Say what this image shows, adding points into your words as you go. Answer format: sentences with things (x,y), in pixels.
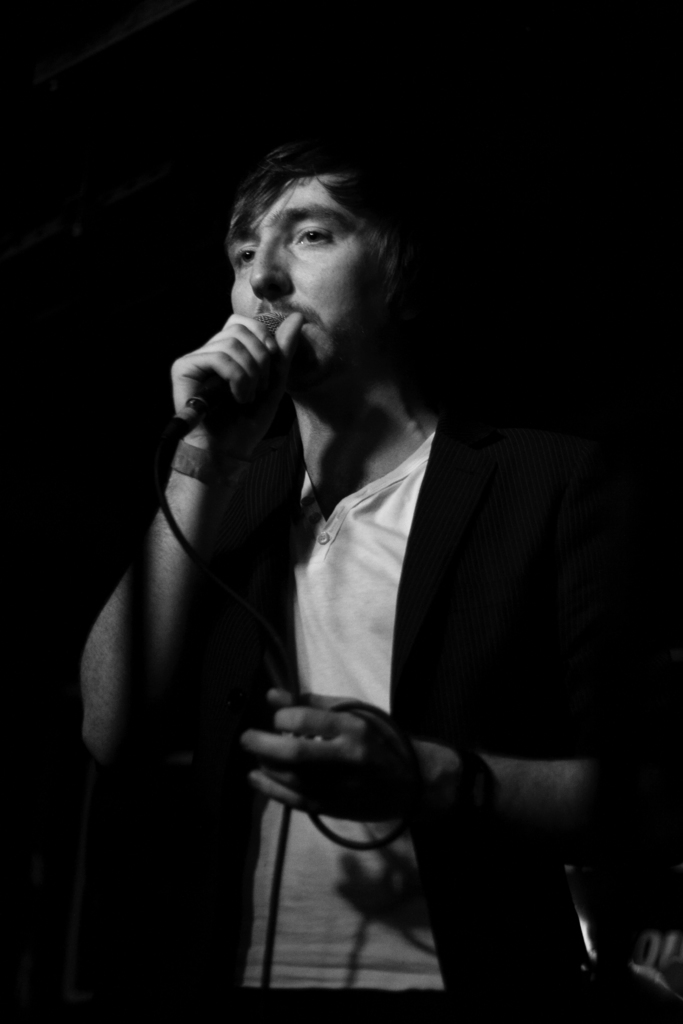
In this image i can see man (225,367) singing holding a microphone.
